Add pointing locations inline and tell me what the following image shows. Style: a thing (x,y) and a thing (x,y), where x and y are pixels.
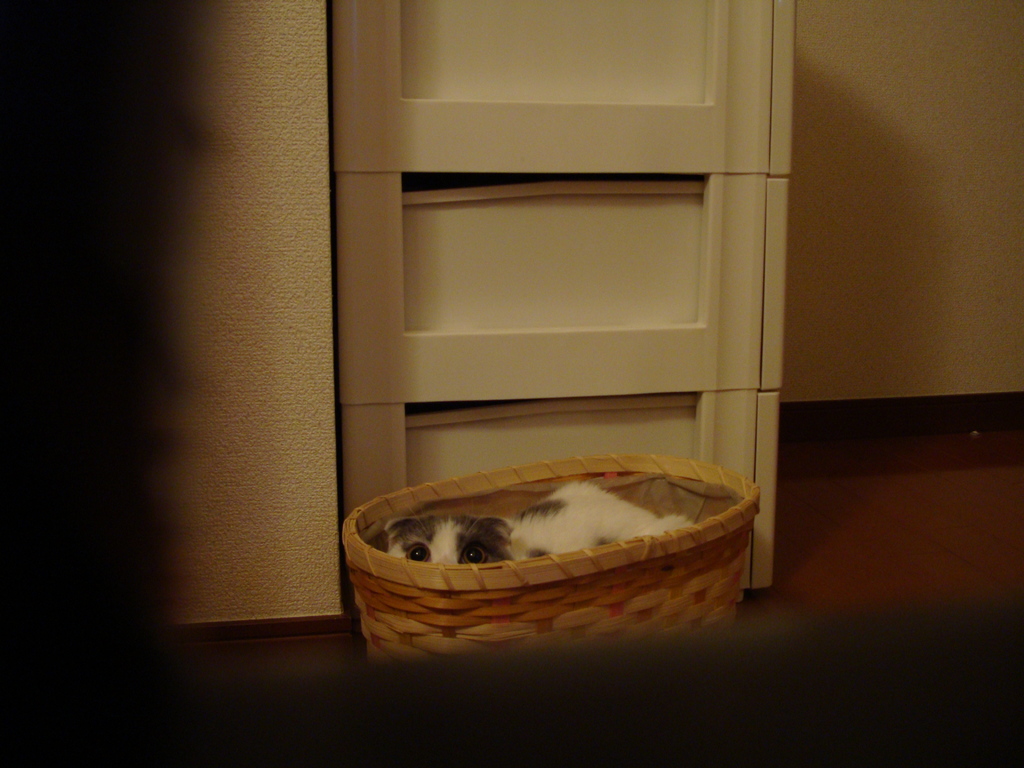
At the bottom of this image (528,535) there is an animal (440,558) in a basket (460,564). This basket (557,619) is placed on the floor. Behind there are few white color boxes (511,242). In the background (904,193) there is a wall (860,238).
